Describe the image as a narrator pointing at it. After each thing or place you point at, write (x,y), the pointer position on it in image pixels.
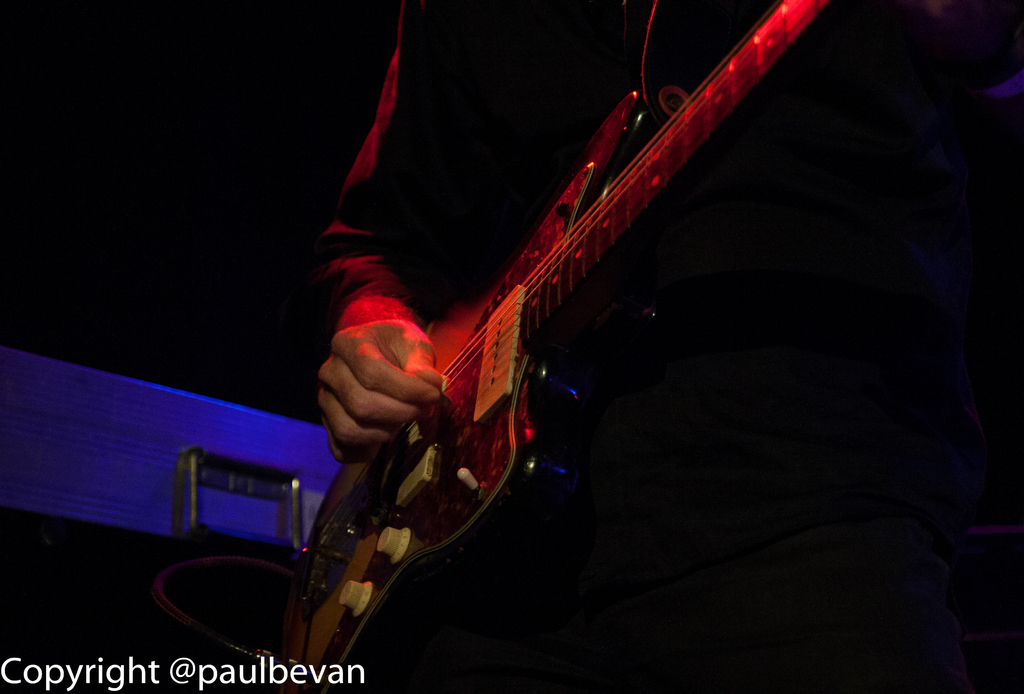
In the picture there is a person's hand (356,402) playing guitar (519,341). On the left (272,523) that is a case (189,507). Background (202,177) is dark.
